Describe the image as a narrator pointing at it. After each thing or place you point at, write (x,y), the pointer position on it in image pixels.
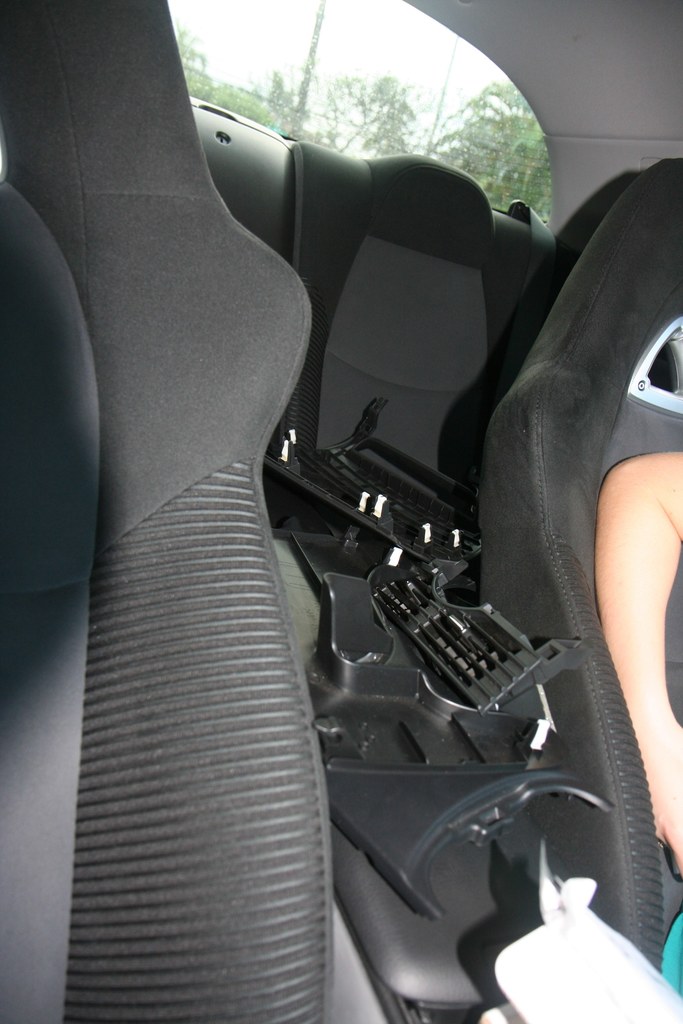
This picture is clicked inside the car (410,579). In this picture, we see the seat (249,496) and some objects (489,680) in black color. On the right side (655,515), we see the hand (645,473) of the person (643,673). In the background (513,141), we see the glass (401,42) from which we can see the trees (391,99) and the sky (260,48).
